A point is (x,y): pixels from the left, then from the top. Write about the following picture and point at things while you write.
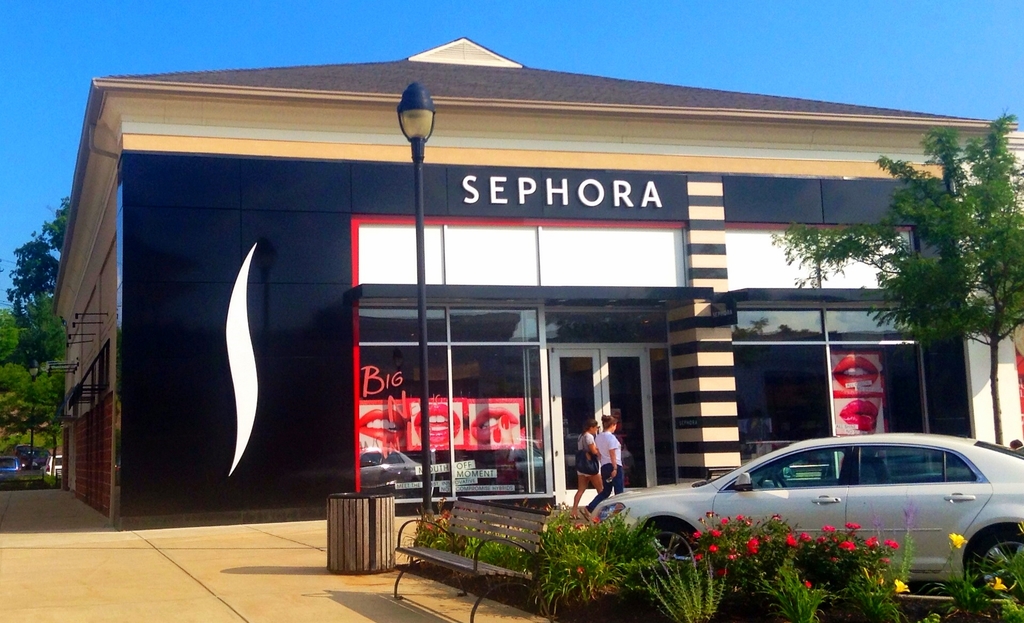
This image is taken in outdoors. In the right side of the image (994,179) there is a tree (1005,291), a car (773,478) and a plants (803,598) with flowers (808,542). In the middle of the image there is a dustbin (356,513) and a bench (459,526). In the left side of the image (56,598) there is a floor (88,562) and trees (28,333). In the middle of the image (584,215) there is a store (97,504) with walls (298,124) and a text (549,186) on the wall (570,212), there is a pole (429,498) with street light (415,150). At the top of the image (47,57) there is a sky (1019,62).
